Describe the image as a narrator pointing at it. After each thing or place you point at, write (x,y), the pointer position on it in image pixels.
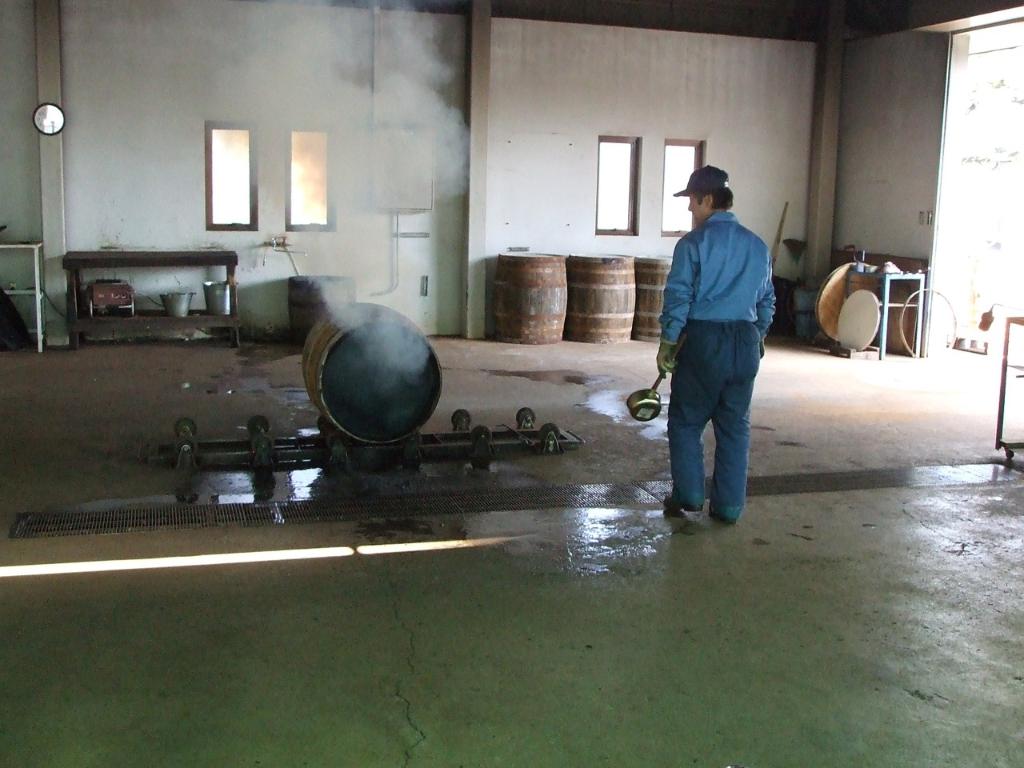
In the front of the image (691,319) I can see a person (692,345) is holding an object (654,396), barrel (390,386) and things (378,445). Smoke (353,243) is coming out from the barrel (369,345). In the background of the image (526,291) there are barrels (570,267), windows (221,220), clock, tables (169,255) and objects (846,260).
